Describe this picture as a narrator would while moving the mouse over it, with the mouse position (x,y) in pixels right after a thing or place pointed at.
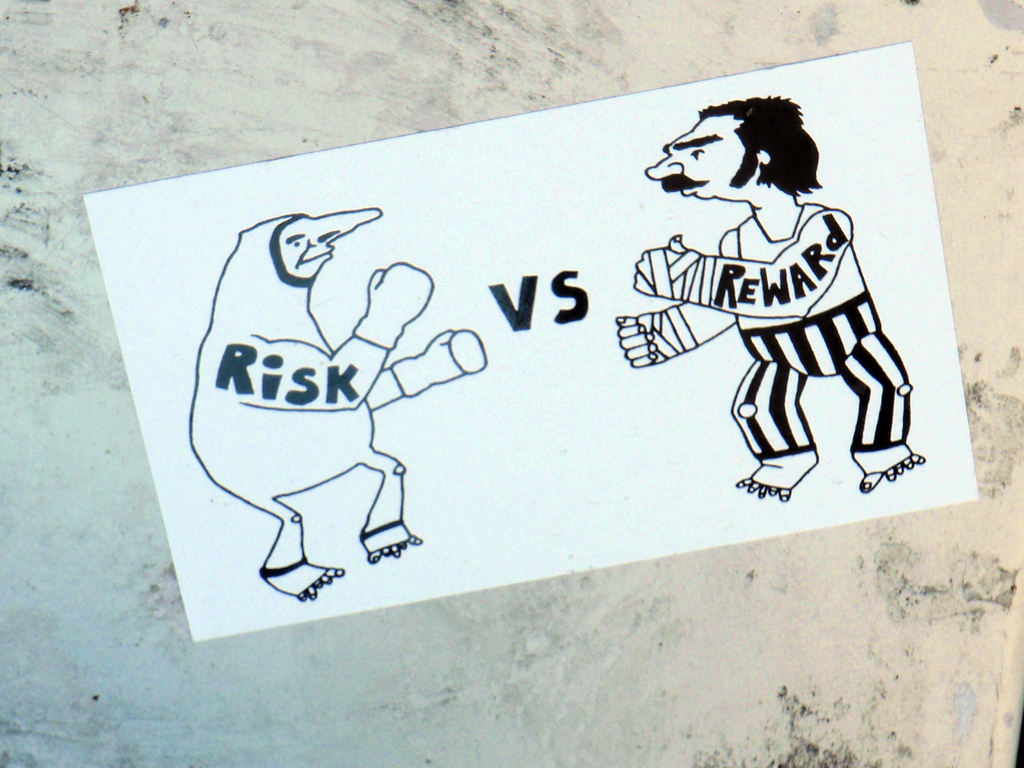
In this image we can see the drawing (378,508) with some text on a paper (445,583) which is placed on the surface (65,375).
